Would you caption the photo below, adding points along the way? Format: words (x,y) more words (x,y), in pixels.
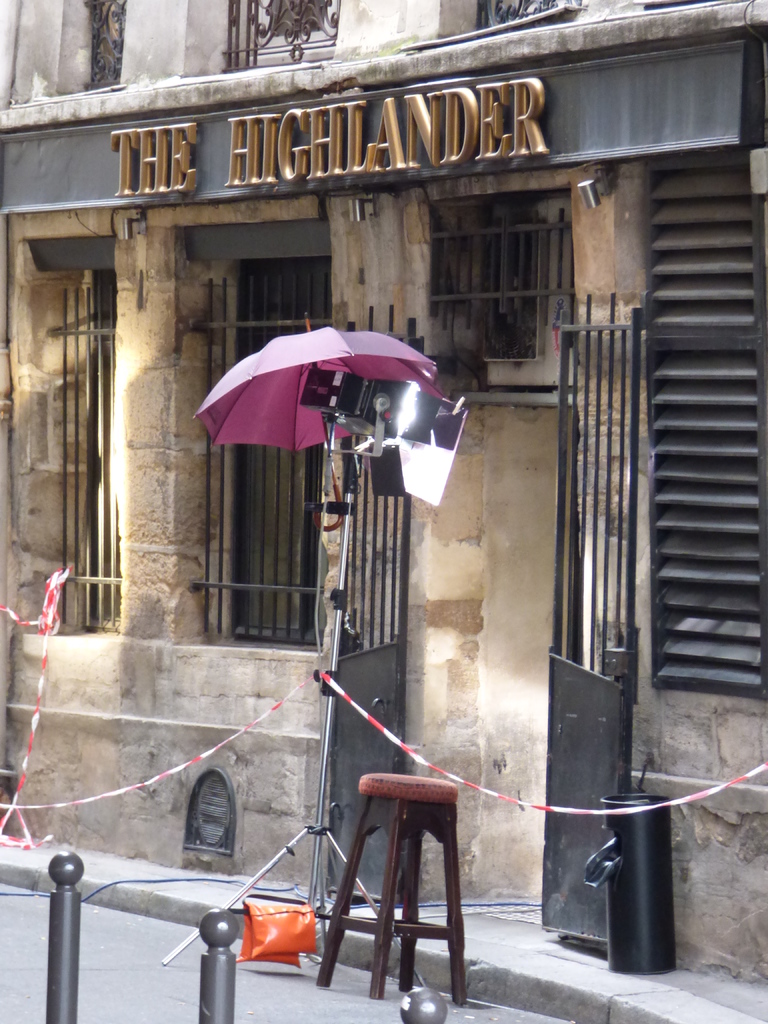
On the left side (67,912), there are poles (68,884). On the right side (757,1009), there is a footpath (699,973), on which there is a dustbin (667,858). Beside this footpath (503,970), there is a stool (362,840) on the road (368,1014). Beside this stool (365,826), there is an umbrella (320,356) attached to a stand (281,853). Beside this stand (320,809), there is a building (529,438) which is having windows (735,213), a hoarding (205,124) on the wall (645,171) and a gate (563,477).
